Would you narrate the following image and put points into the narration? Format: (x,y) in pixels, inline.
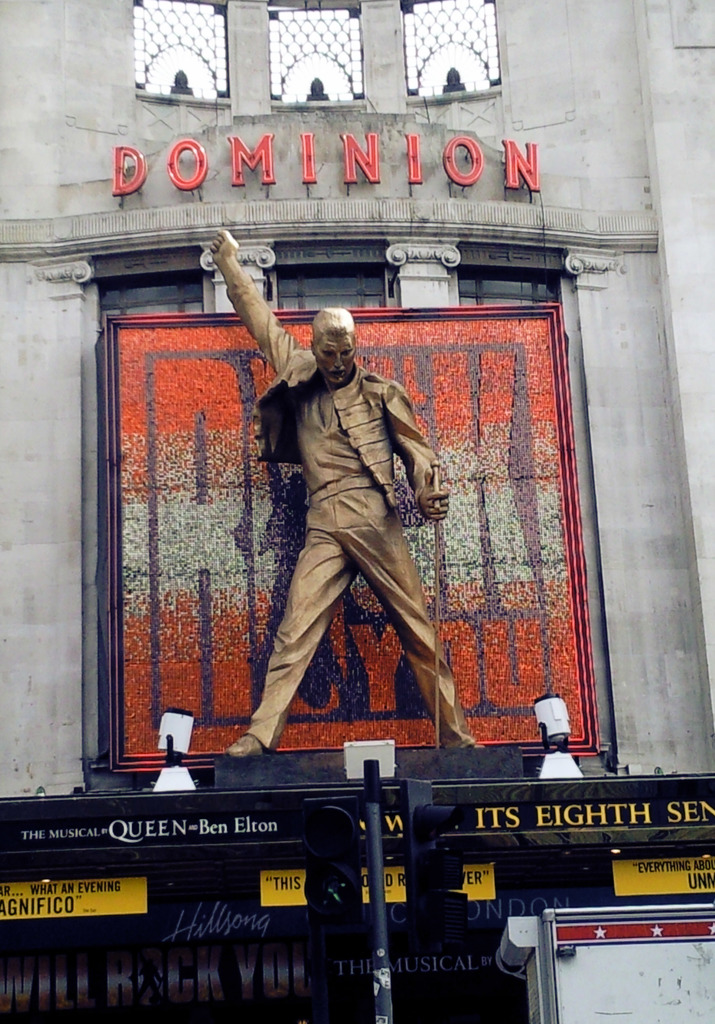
In this picture there is a statue (379,392) in the center of the image (335,455), which is golden in color and there are windows (353,55) at the top side of the image (352,42), there is a board (667,781) at the bottom side of the image (61,917).
